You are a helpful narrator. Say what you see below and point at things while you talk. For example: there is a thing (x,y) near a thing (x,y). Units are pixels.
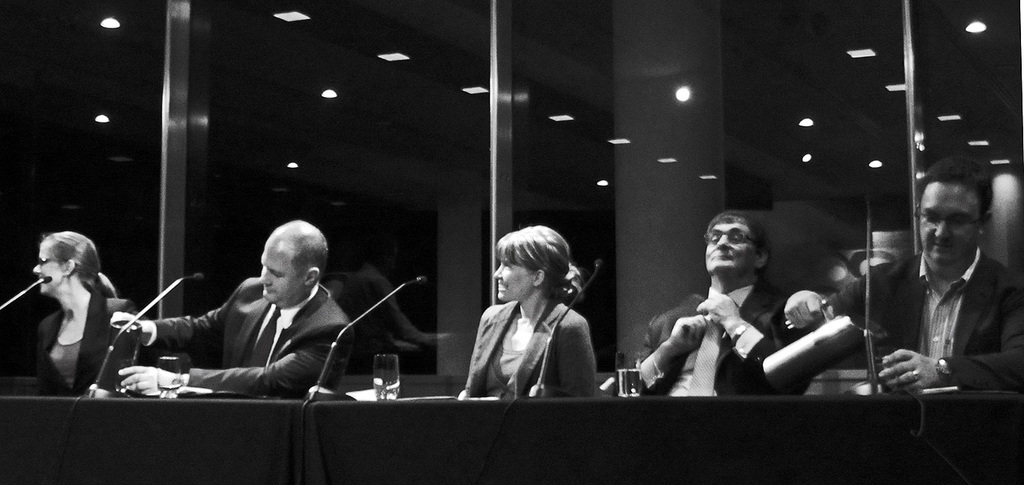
In this image in the middle (577,319), there is a woman (528,339), she wears a suit (557,371). On the right (908,349) there is a man (937,300), he wears a suit (994,332), shirt (937,335), he is holding a jug (830,347) and there is a man (742,331), he wears a suit (761,295), shirt (704,344). On the left (216,321) there is a man (210,317), he wears a suit (307,320), shirt (282,329) and there is a woman (62,354), she wears a suit (99,341), in front of them there is a table (630,426) on that there are microphones (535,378), glasses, cloth (343,402). In the background (878,207) there are lights (625,142), glasses (531,101).
